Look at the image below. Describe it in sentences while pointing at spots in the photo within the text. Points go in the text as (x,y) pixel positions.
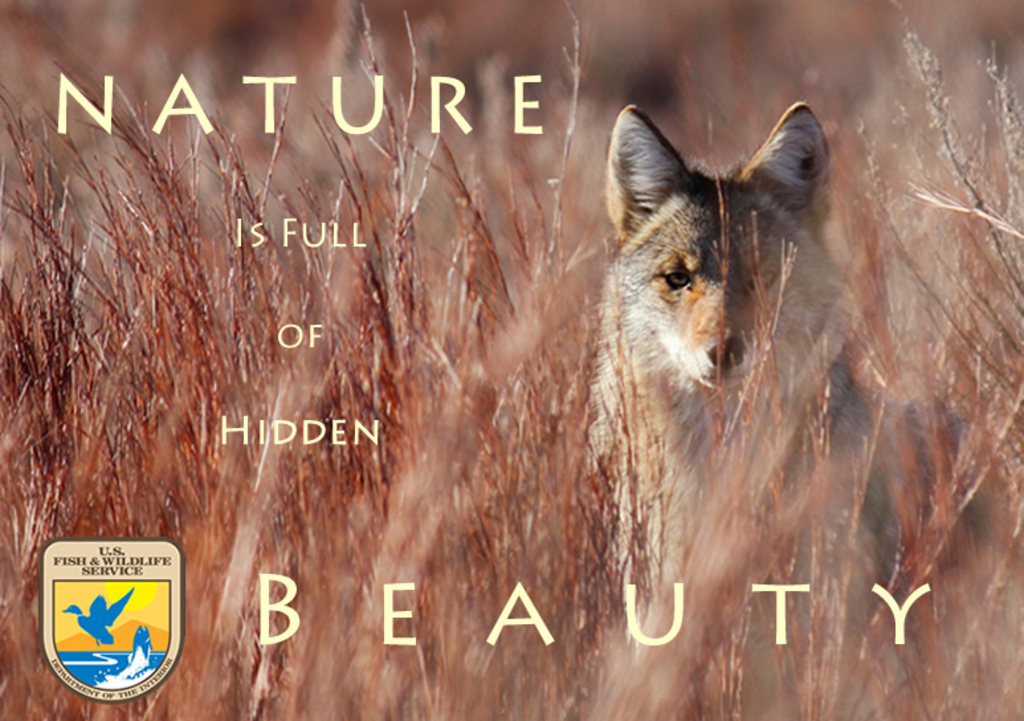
In this image there are plants (305,465). Behind the plants (537,435) there is a coyote (646,393). There is text (321,132) on the image. In the bottom left (106,607) there is a logo (98,634) on the image. The image seems to be a poster.
